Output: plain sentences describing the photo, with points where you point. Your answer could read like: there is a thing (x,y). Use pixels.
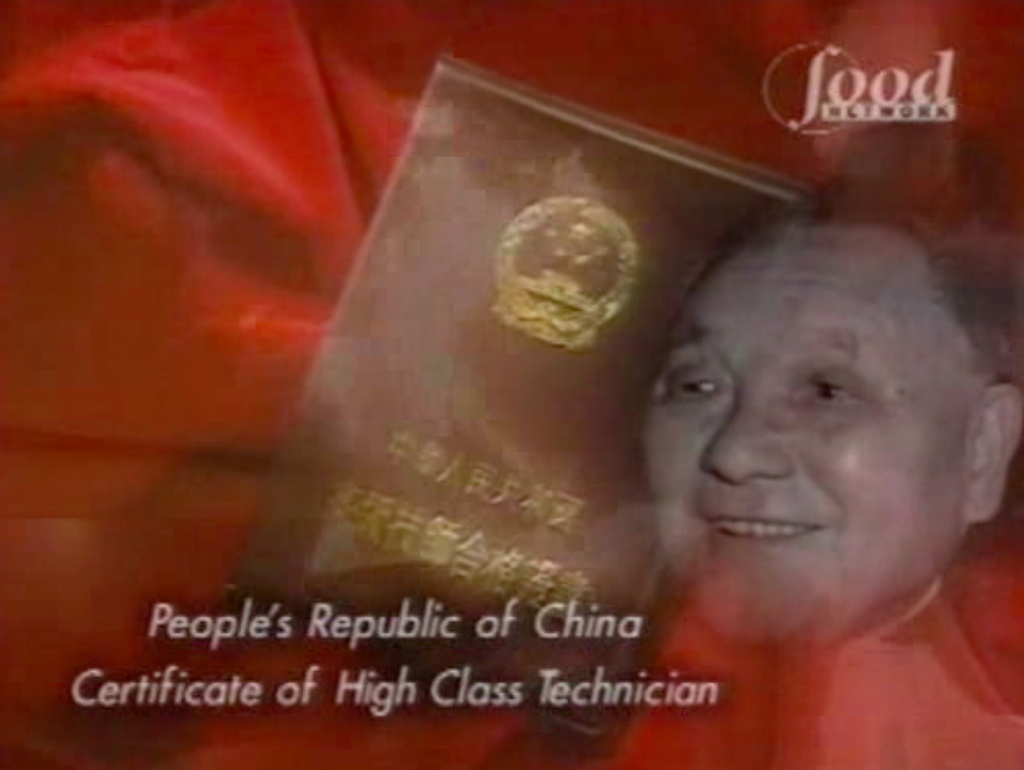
This is an edited image of a person's face (730,418), a certificate (685,309) and some text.
